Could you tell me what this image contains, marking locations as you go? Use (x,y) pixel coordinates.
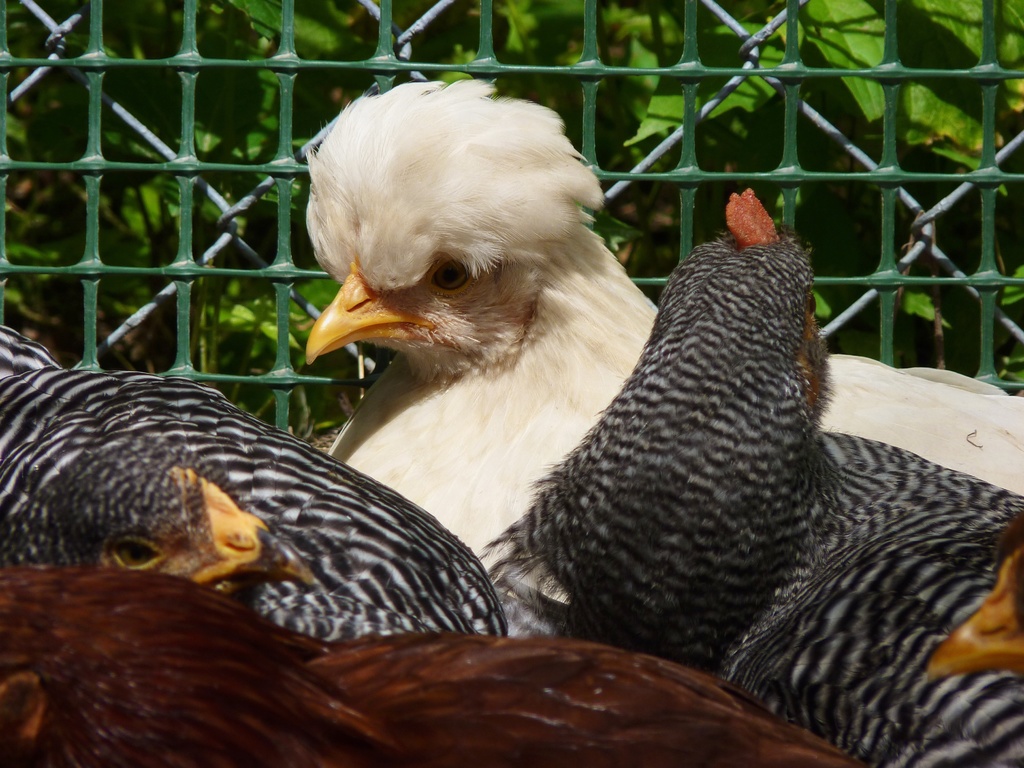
In the foreground of this image (485,657), there are five hens (597,645). In the background (331,94), there is green mesh (787,71) and the greenery (650,36).
